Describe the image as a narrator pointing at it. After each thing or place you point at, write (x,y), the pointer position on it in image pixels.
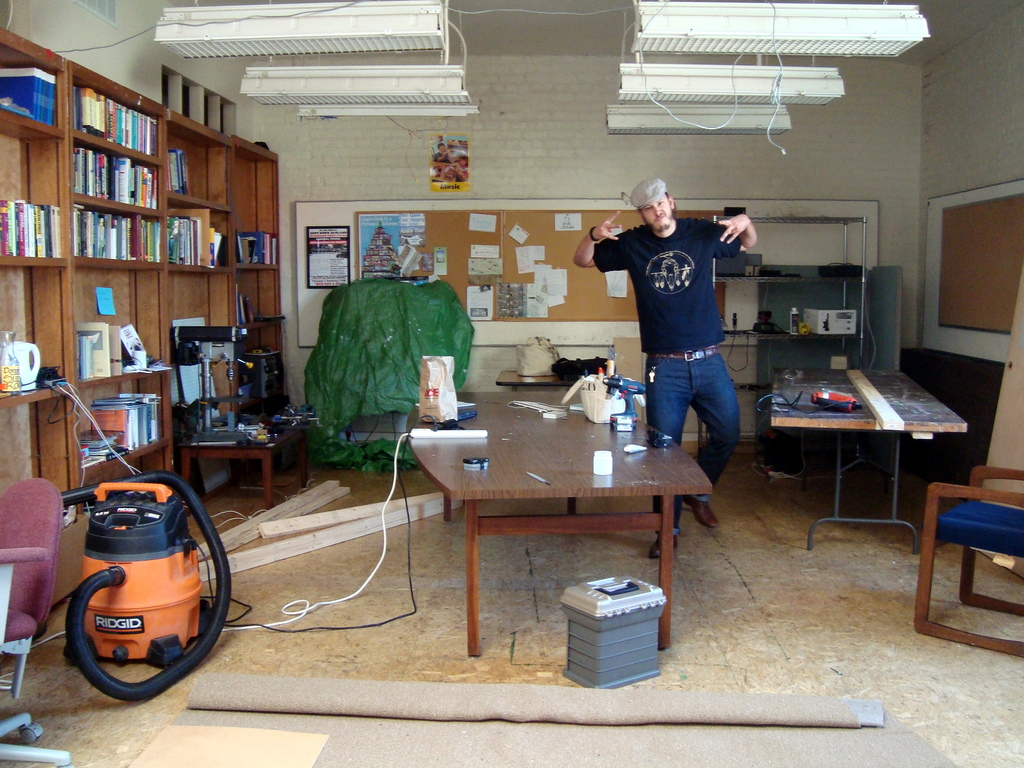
In this Image I see a man (674,312) who is on the floor (802,641) and there are tables (582,526) over on which there are few things (599,365), On the floor (525,506) I see few equipment (644,677) and I see 2 chairs (27,498) over here. In the background (83,460) i see the racks (32,425) in which there are books (42,71) and other things (270,318) and On the wall (483,157) I see a board (560,315) on which there are papers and I see posters (368,228).
